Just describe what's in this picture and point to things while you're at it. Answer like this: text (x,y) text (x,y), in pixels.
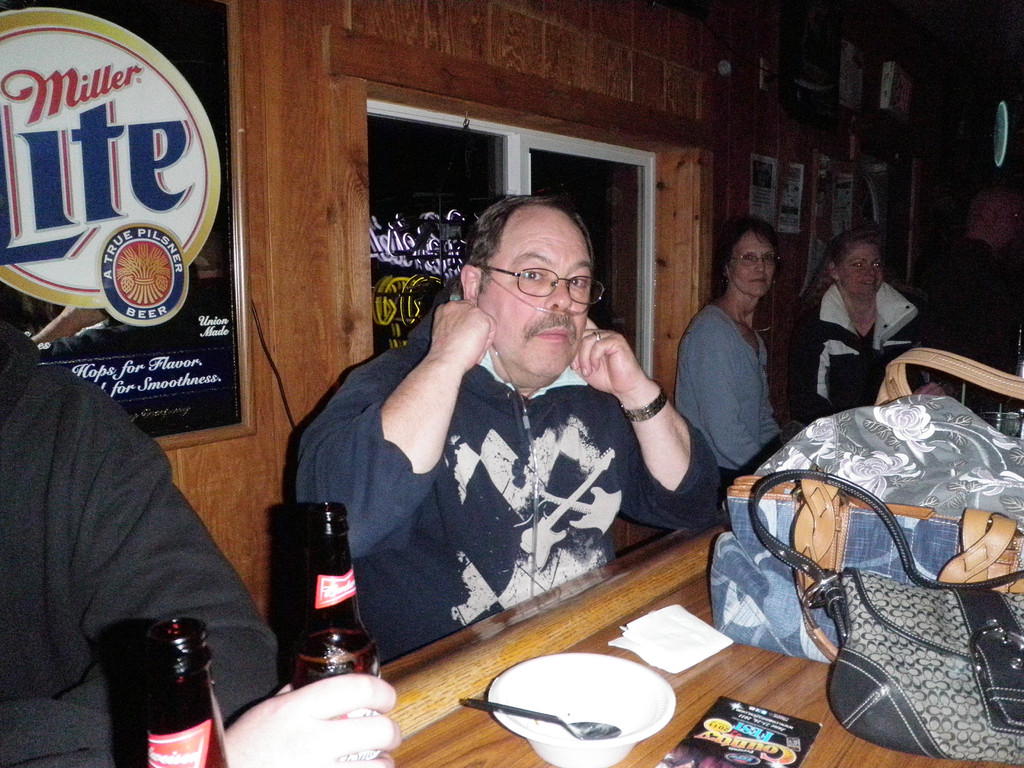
There are few persons (490,410) sitting on a bench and there is a table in front of them which has some objects (841,589) on it.
